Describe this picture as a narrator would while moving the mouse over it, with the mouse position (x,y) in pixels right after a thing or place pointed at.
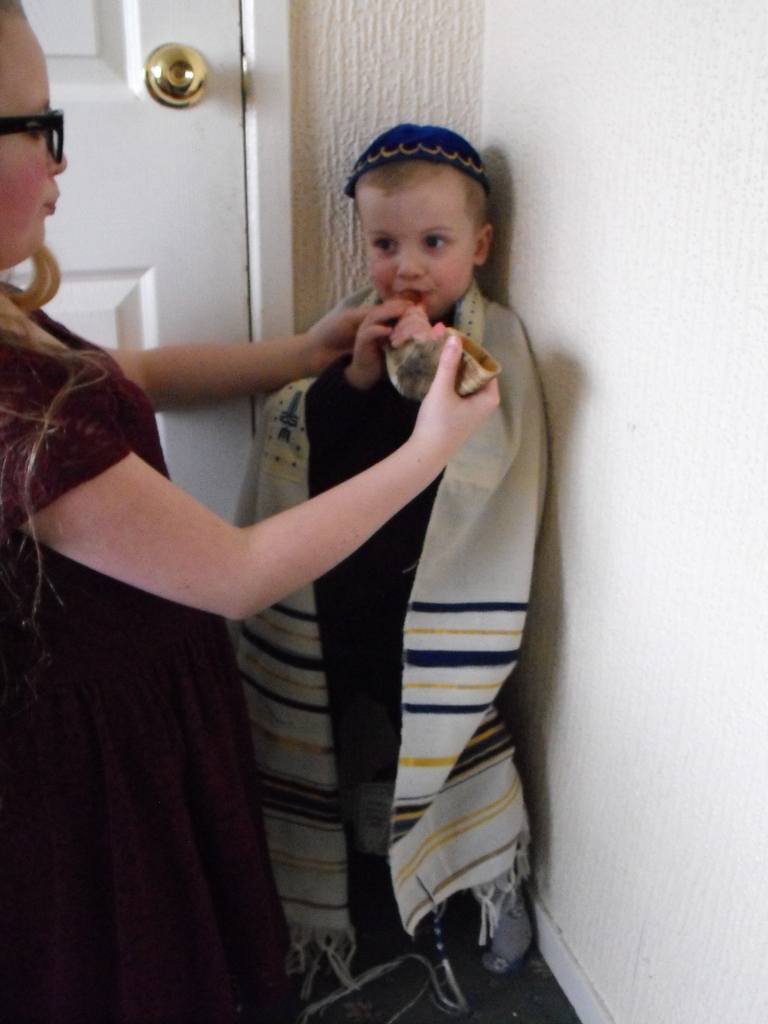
In this picture we can see a woman (251,863) wore a spectacle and in front of her we can see a child (398,260) wore a cap (477,178) and a cloth (322,886) on this child (294,392) and they both are holding an object (474,360) with their hands (430,326) and in the background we can see a door (147,91), wall (485,131).
